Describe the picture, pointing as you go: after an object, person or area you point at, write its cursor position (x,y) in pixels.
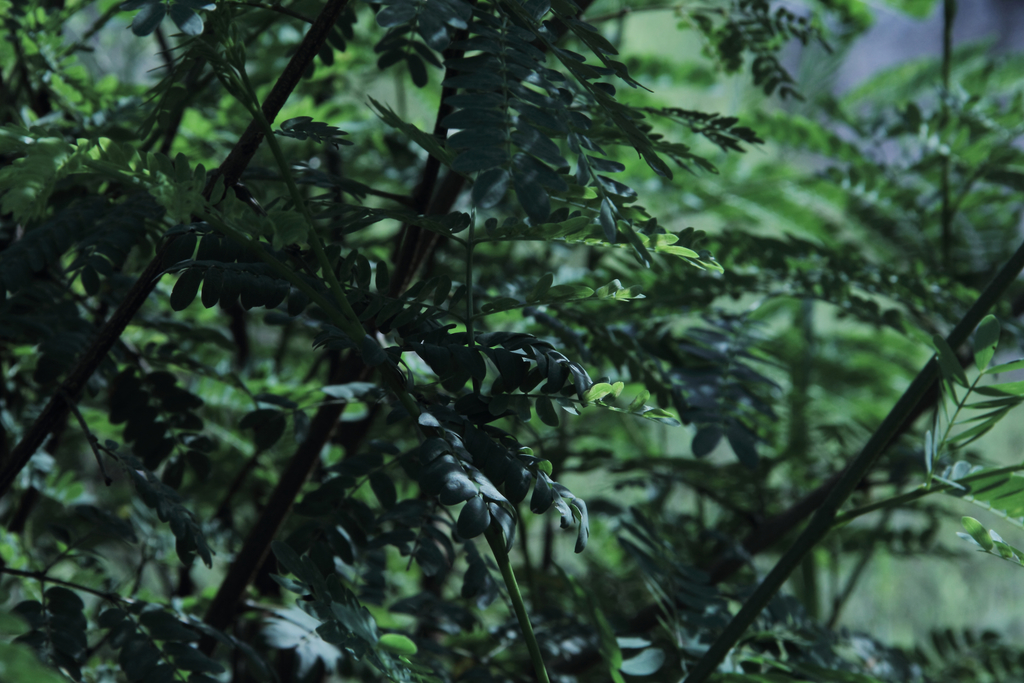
In this image I can see few trees (470,285) which are green in color and I can see the blurry background (967,605).
